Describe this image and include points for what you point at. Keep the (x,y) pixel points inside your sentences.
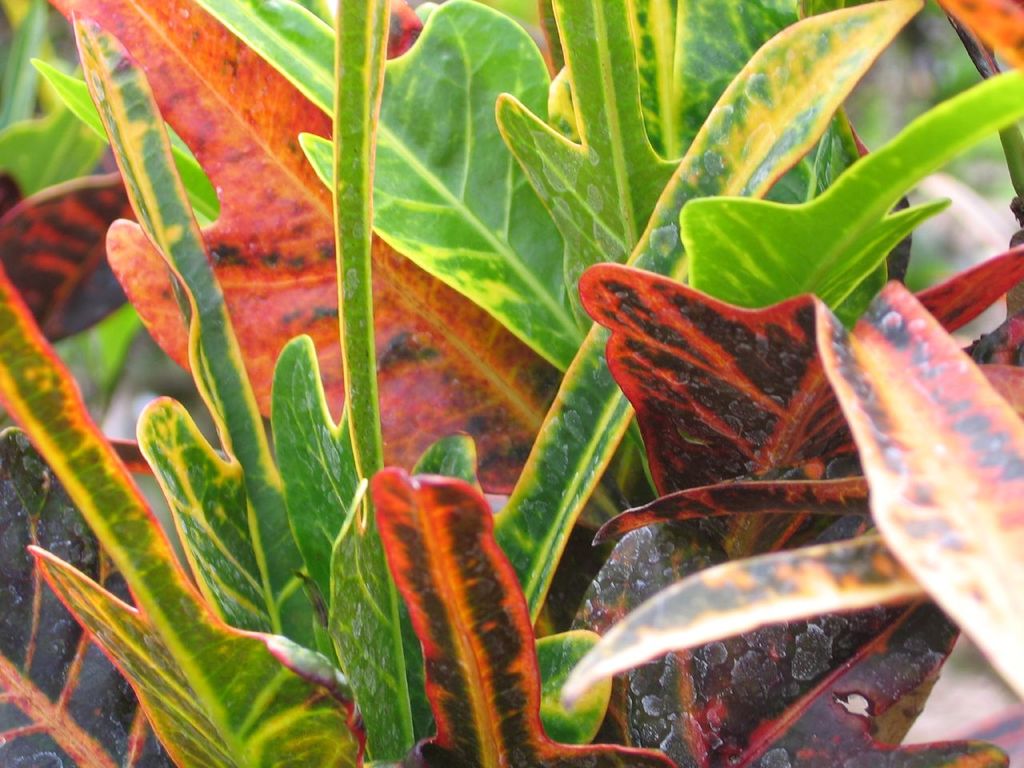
In this picture there are leaves (617,198) in the center of the image (353,503), which are green and red in the color.
